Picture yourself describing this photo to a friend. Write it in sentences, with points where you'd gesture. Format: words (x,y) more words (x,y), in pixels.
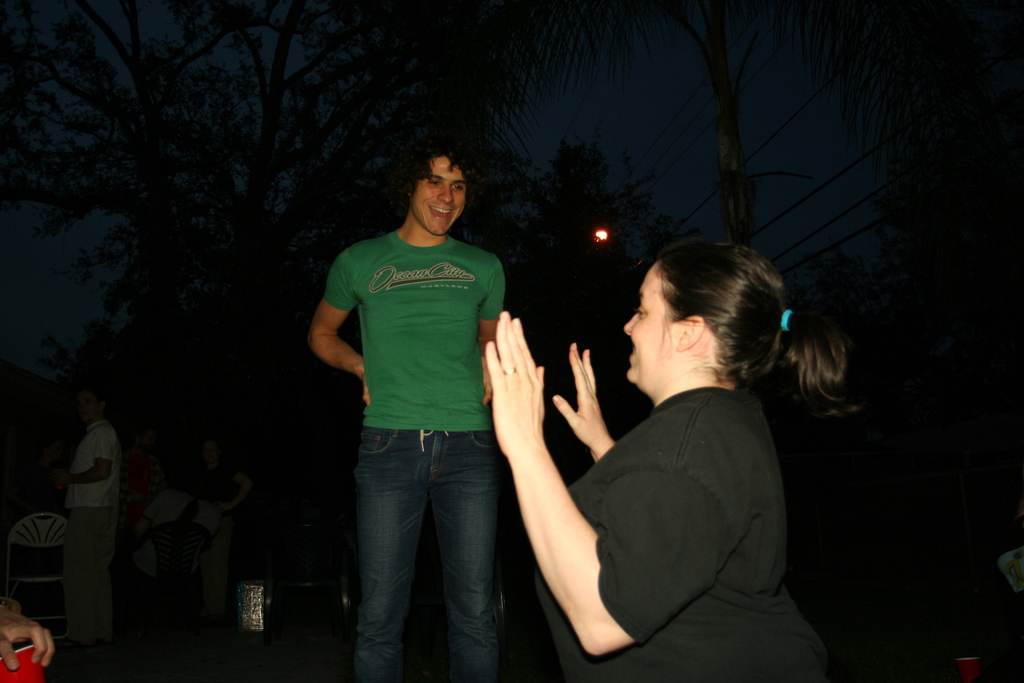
In this picture I see a woman (703,379) standing on the right side (699,489) and raising her hands (541,373) and i see a man (391,422) standing in the middle of the picture (457,346) with a smile (441,217) on his face (425,217) and I see few people (181,516) standing on the left side of the picture (142,560) and I see a chair (33,581) and a human hand (39,641) holding a glass (24,665).
